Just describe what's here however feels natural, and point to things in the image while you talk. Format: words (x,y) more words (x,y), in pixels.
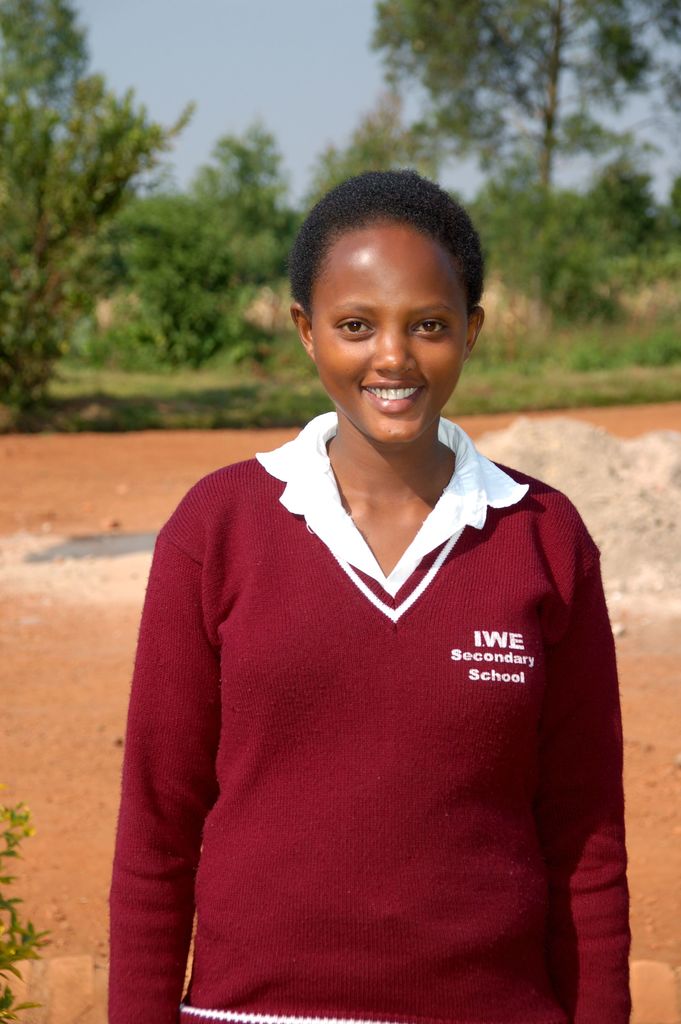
In this image, there is a person (570,784) standing and smiling, in the background (466,25) there are some green color trees (15,240), at the top (207,157) there is a sky (207,42).
